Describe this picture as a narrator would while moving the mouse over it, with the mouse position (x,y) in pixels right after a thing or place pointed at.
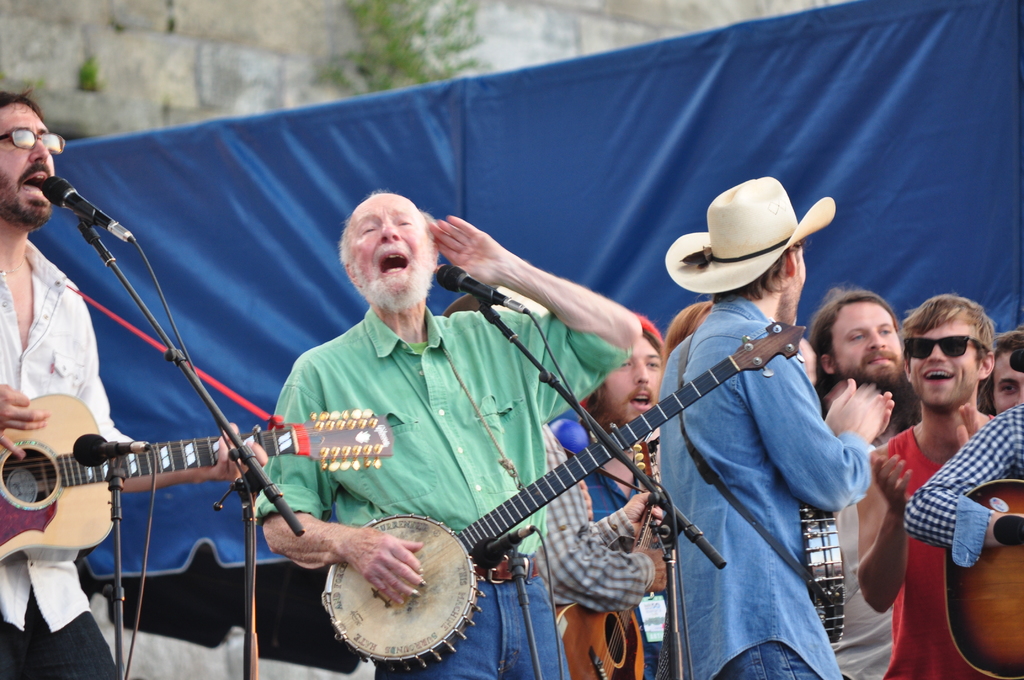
In the image we can see there are people (755,463) who are standing and holding musical instruments (977,609) in their hand (412,569) such as guitar (49,545) and the man (786,218) is wearing hat (738,239) and at the back (628,128) there is a blue colour curtain (442,185).
